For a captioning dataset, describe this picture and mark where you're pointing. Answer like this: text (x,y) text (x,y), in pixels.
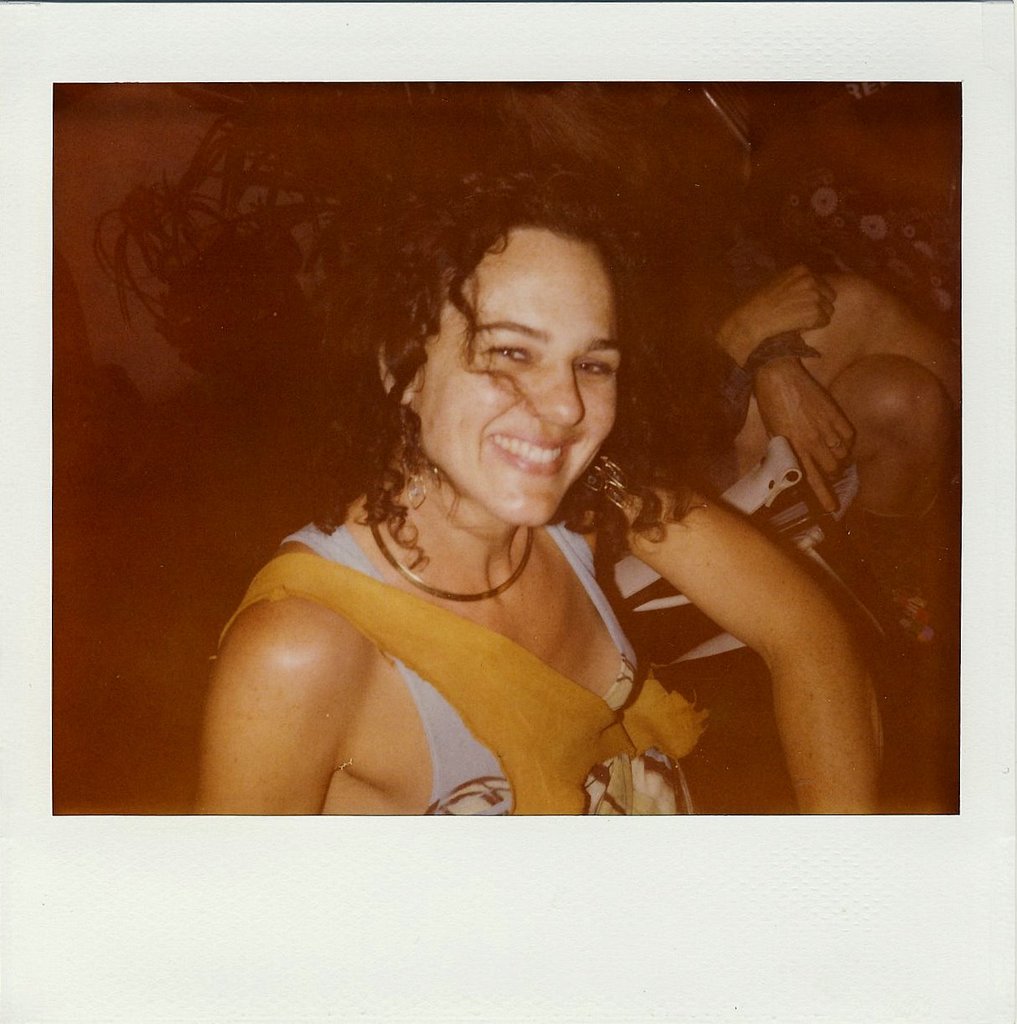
In this image we can see this person (416,777) is sitting here and smiling. The background of the image (854,318) is dark where we can see a person (788,302) sitting on a chair (794,524) and we can see the flower pots (222,202).
